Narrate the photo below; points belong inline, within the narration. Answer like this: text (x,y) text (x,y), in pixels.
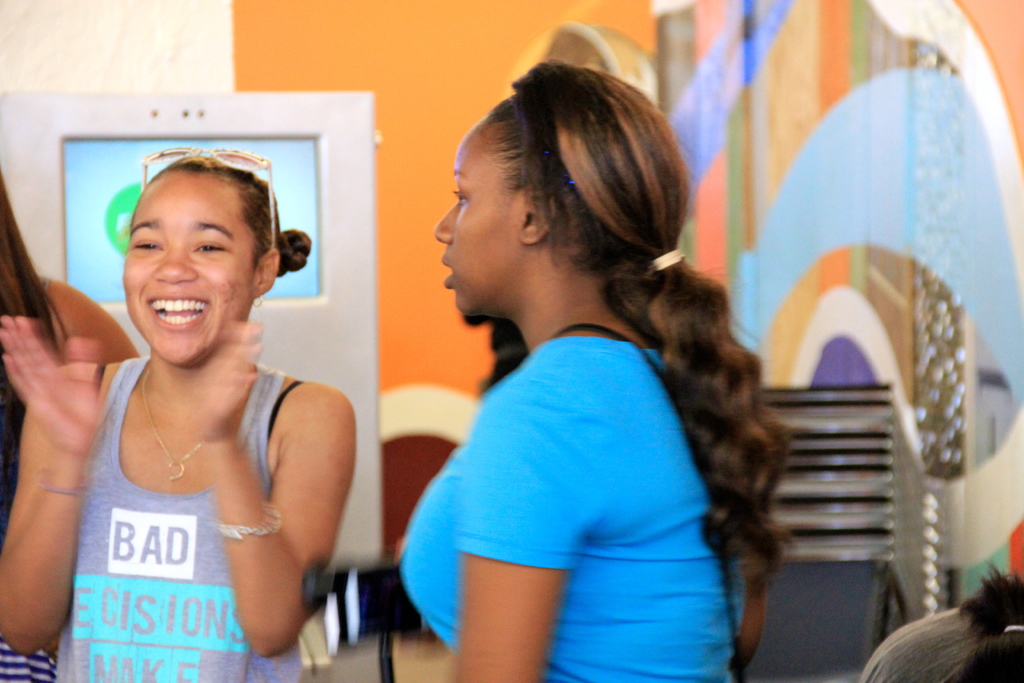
In this image we can see three women (459,502). In the background (396,560), we can see a machine (368,241), chairs (857,570) and wall (844,74). There is a person (941,660) in the right bottom of the image (933,630).
